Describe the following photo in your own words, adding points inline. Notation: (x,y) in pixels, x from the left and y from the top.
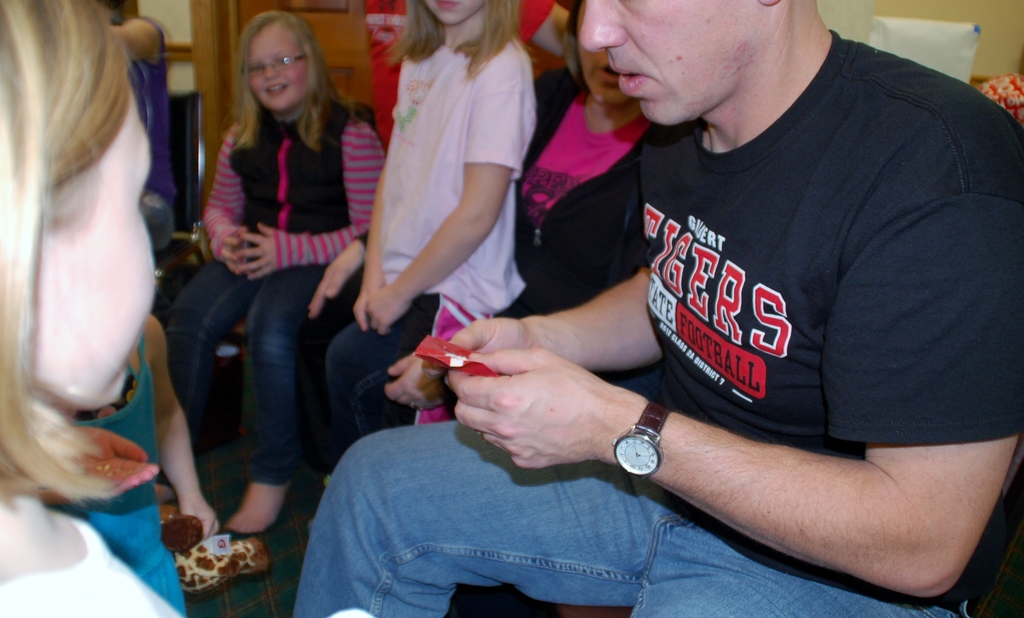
In this picture we can see some people (52,243) sitting on chairs (190,125) where a man (678,98) holding a paper (435,356) with his hands (514,398) and in the background (197,19) we can see the wall (961,12) and some objects (953,32).
